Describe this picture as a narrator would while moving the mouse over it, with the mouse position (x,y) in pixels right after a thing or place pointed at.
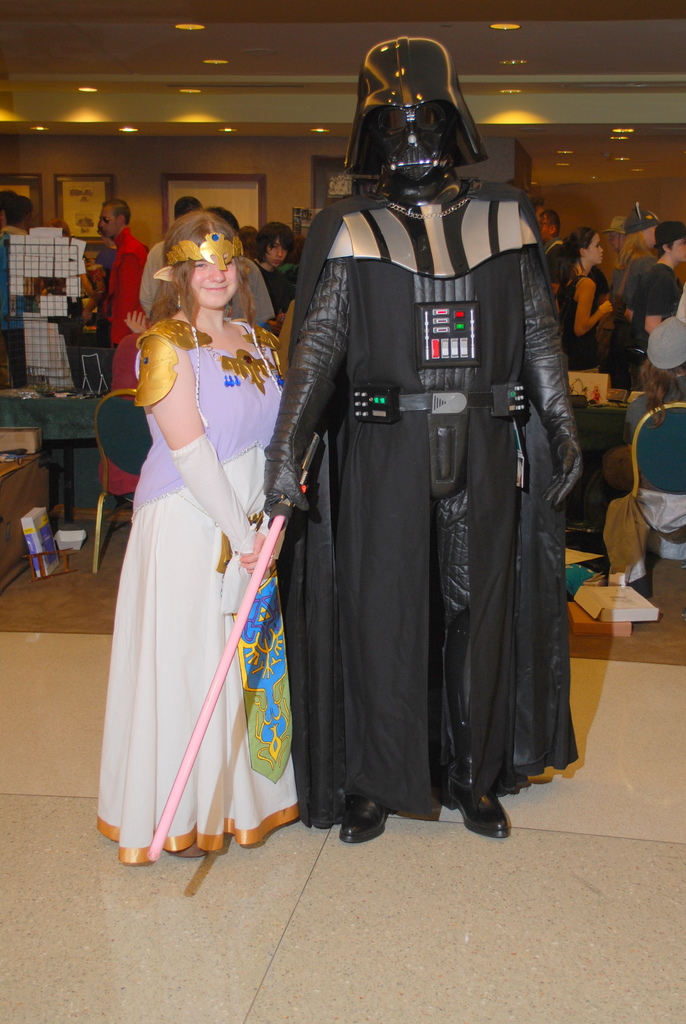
In the picture we can see a woman (280,597) and a person (432,624) standing with different costumes (155,649) and behind them, we can see some people (631,430) are sitting on the chairs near the table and behind it, we can see some people (589,233) are walking here and there and in the background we can see a wall (14,156) with some photo frames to it and to the ceiling (190,98) we can see some lights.
